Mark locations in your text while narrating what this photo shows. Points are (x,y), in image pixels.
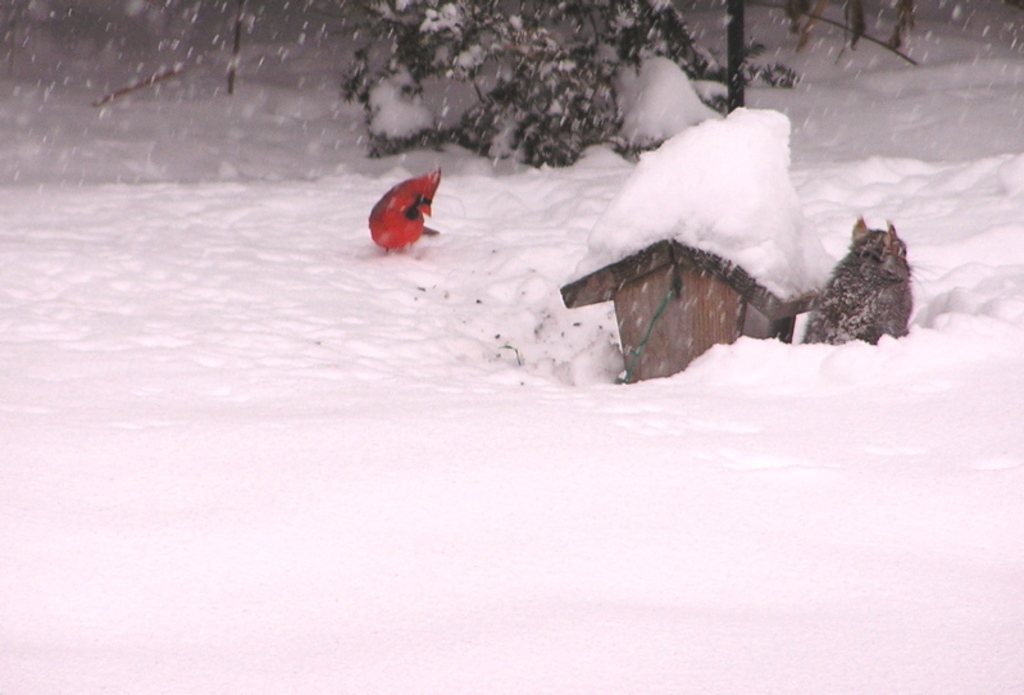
In this picture I can see a bird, squirrel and a bird house (783,252) on the snow (939,406), and in the background (608,91) there is a plant (457,18).
